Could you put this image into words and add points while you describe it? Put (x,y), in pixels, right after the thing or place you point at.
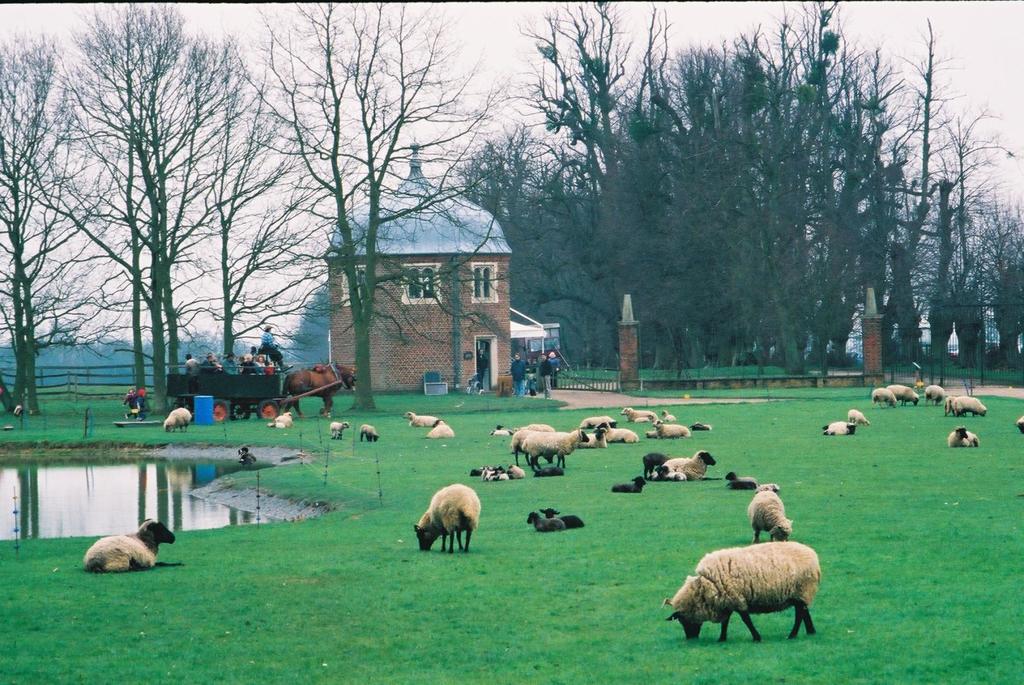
This is an outside view. At the bottom (402,616), I can see the grass (276,640) on the ground (441,616). There are many animals (709,600) on the ground (273,527). On the left side (68,497) there is a pond (70,496) and also I can see a cart (256,373). In the background (272,241) there are many trees (581,235) and a building (389,329). At the top of the image (488,43), I can see the sky (492,17).
